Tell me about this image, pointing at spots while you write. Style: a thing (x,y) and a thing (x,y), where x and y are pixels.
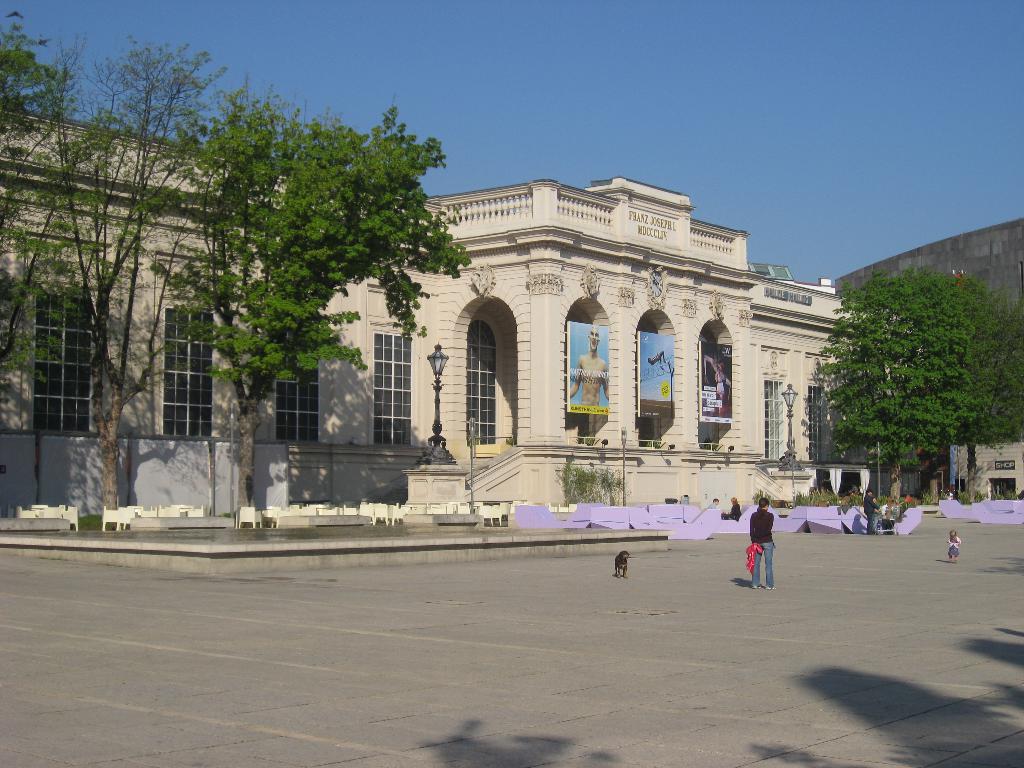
In this image I see the buildings (740,395) and I see number of trees (257,308) and I see the light poles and I see few people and I see a dog (621,555) over here and I see 3 posters (653,376) over here and I see the path (527,657). In the background (429,50) I see the clear sky (698,137).
